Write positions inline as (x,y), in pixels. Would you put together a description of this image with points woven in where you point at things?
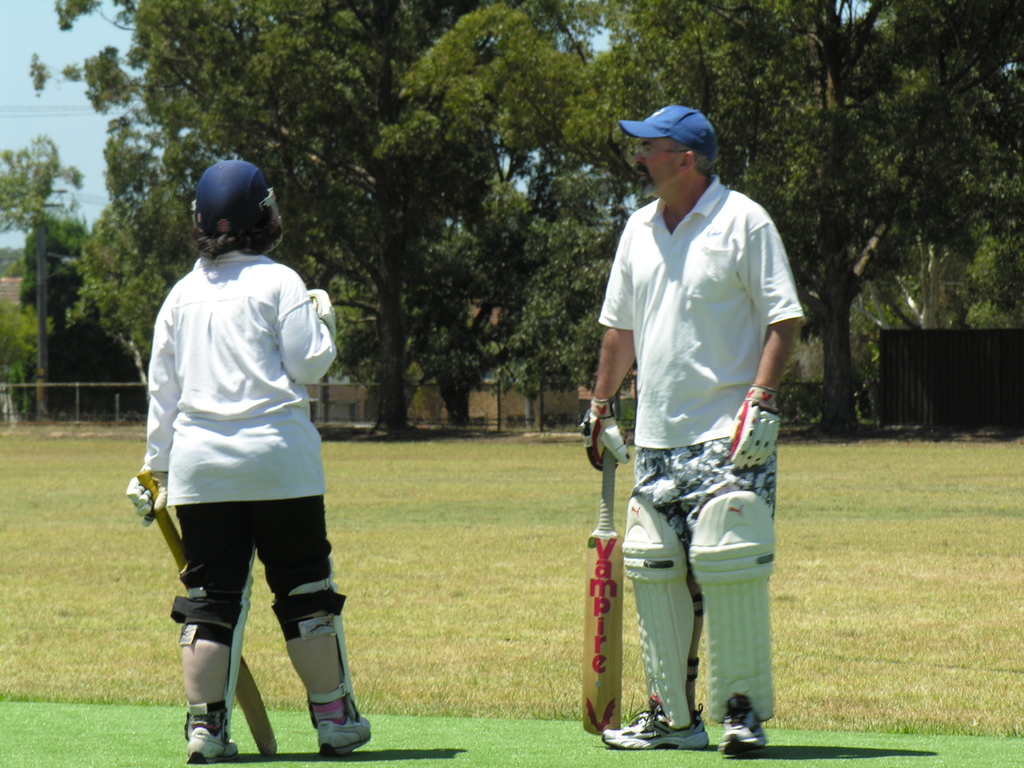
In this picture we can see there are two people (184,526) holding cricket bats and standing. Behind the people (639,473) there are trees (399,177), poles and the grass (402,545). Behind the trees (169,283), those are looking like houses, cables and the sky (43,39).
